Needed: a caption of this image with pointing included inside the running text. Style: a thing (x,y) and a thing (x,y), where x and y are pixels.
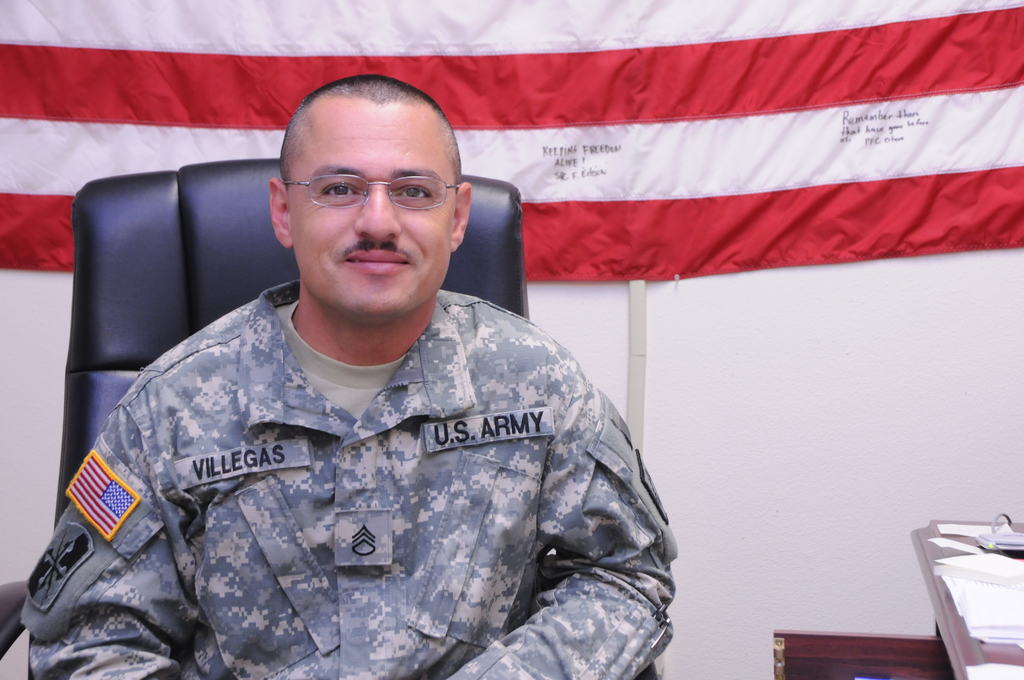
In the image I can see a person (254,479) who is sitting on the chair (253,182) and beside there is a table (940,634) on which there are some papers (1008,634) and behind there is a flag (647,174).
